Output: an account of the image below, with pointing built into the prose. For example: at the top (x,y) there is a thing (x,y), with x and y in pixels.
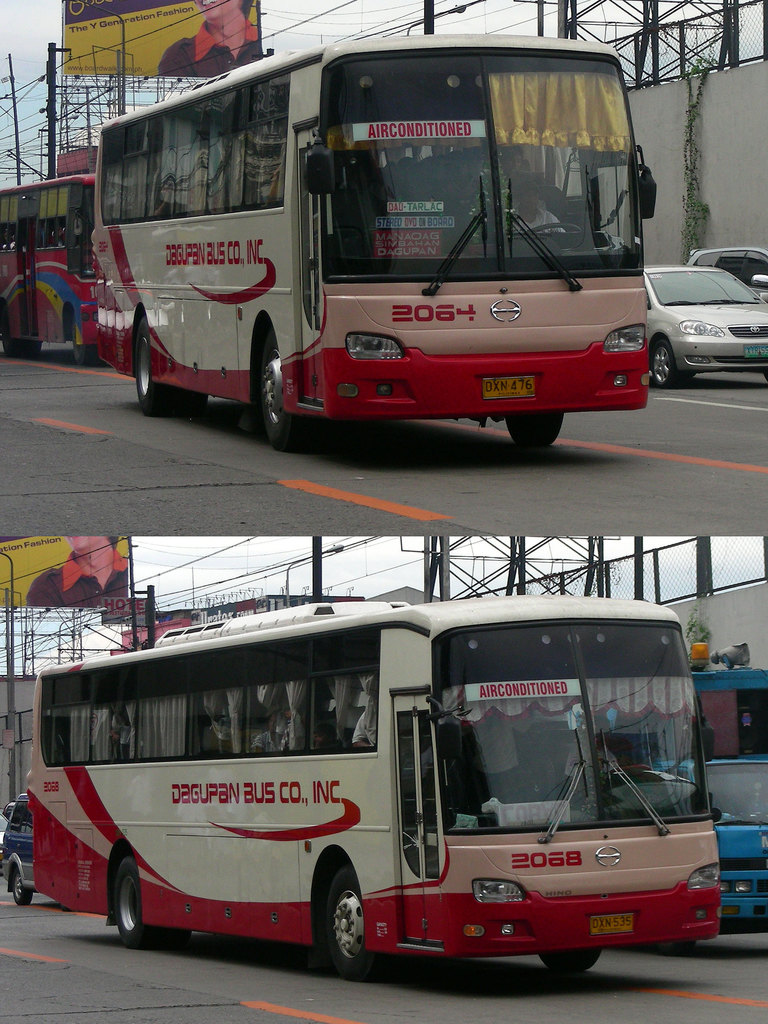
This is collage picture we can see buses (256,329) and vehicles (763,337) on the road (534,452). We can see wall (725,98), hoardings (173,34) and rods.
